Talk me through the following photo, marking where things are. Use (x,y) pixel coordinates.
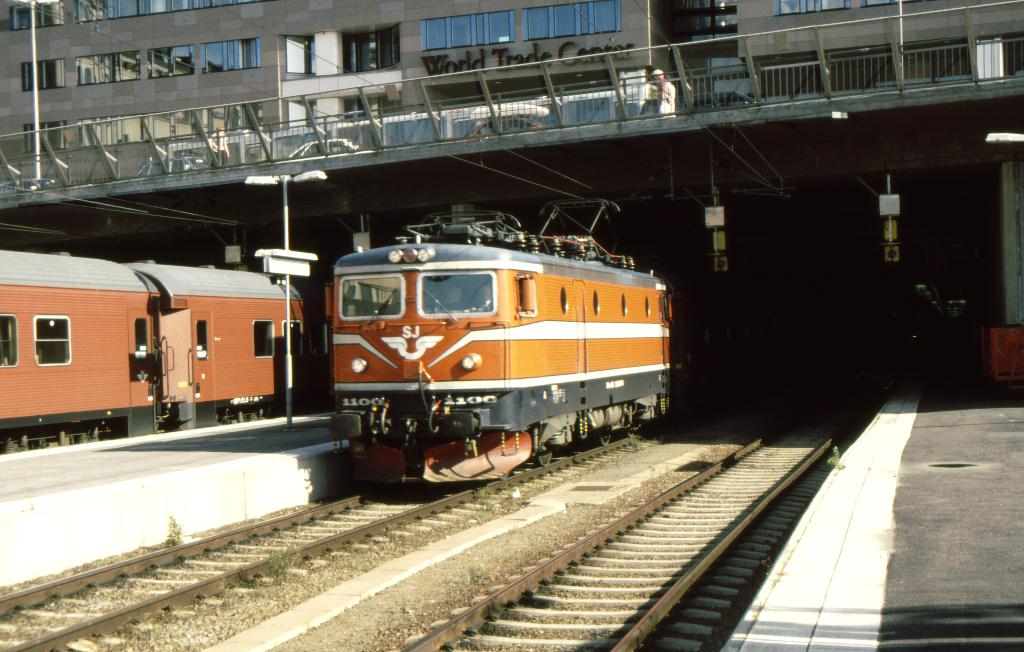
This image consists of trains (224,351). It looks like a railway station (705,541). At the bottom (515,611), there are tracks (509,622). To the right (877,602), there is a platform (940,607). At the top (525,191), there is a foot over bridge (732,113). In the background (424,50), there is a building (456,94).
